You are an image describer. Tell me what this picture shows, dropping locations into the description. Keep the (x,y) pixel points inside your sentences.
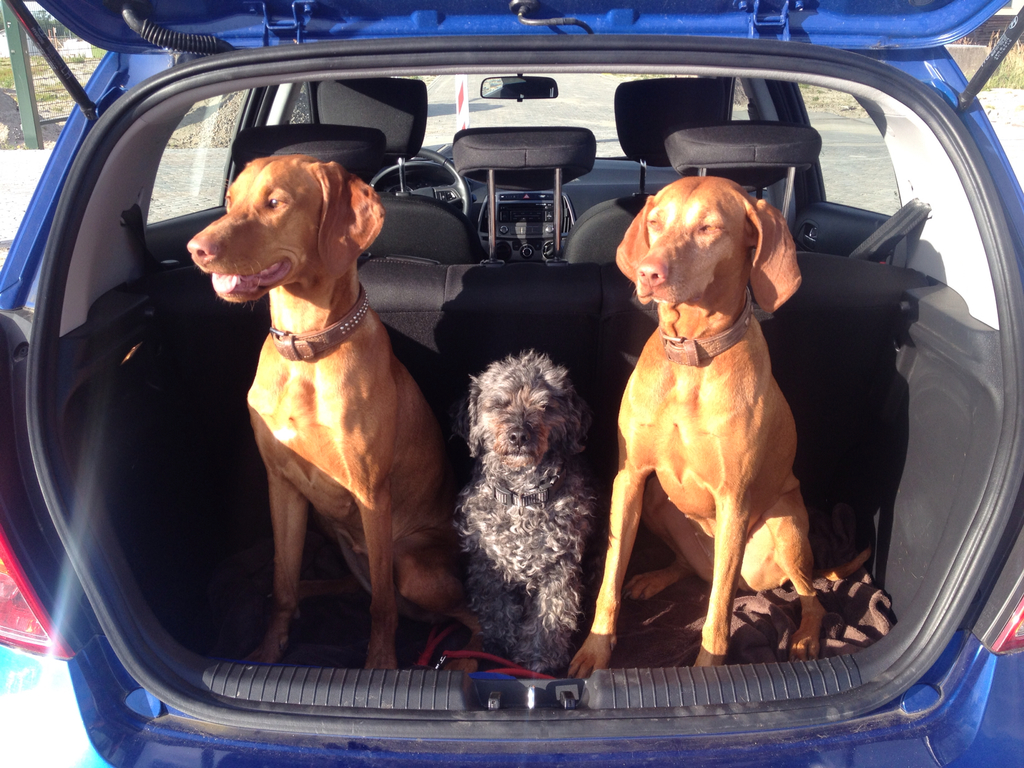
This picture describes about three dogs (409,405) and these three dogs (357,247) are in the car (558,325) in the background (31,142) we can see a pole (33,101) and couple of trees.
